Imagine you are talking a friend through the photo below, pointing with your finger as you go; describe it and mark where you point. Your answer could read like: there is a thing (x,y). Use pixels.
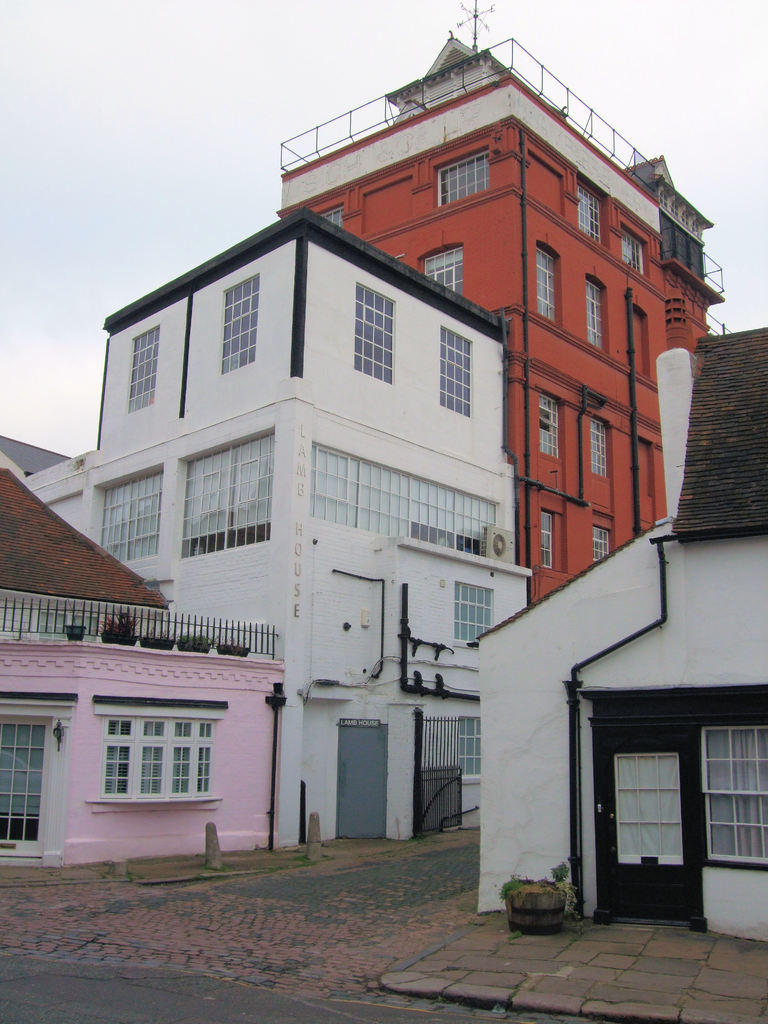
In this picture we can see buildings (511,665). To these buildings (621,776) there are windows (482,629). Here we can see plants (564,879). Sky (225,239) is cloudy. These are pipes (571,782).
